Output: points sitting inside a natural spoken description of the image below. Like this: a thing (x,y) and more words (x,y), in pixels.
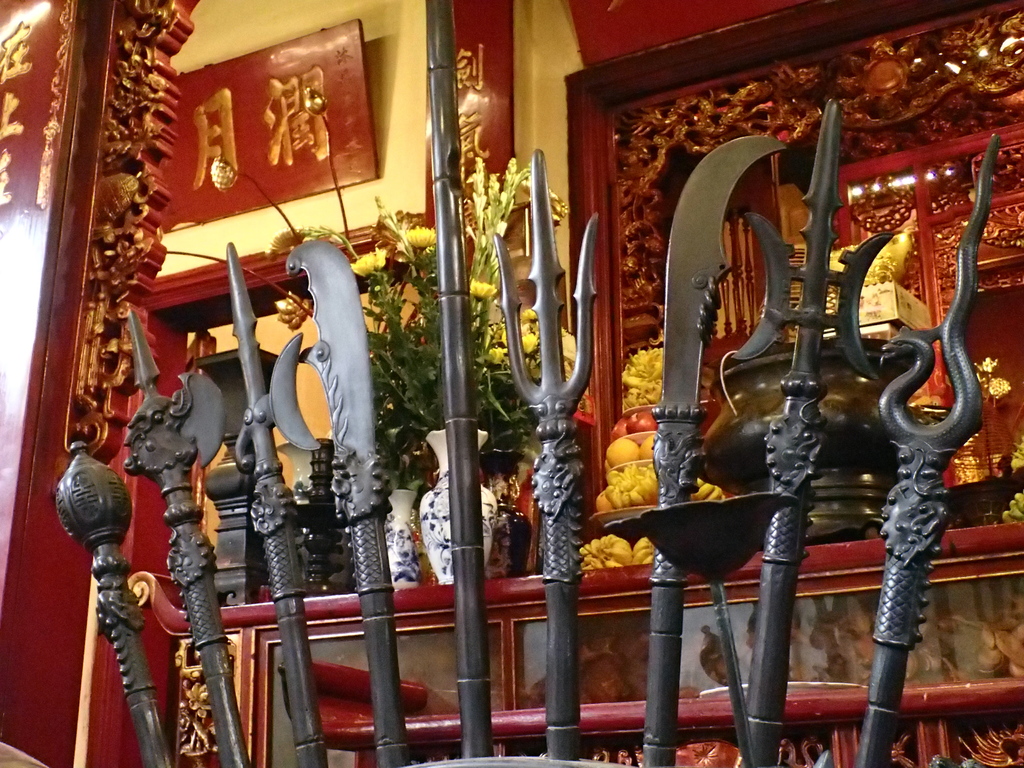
In the image there are big swords (292,410), knives (660,645) in the front (285,638) and behind there is shelf (938,588) with flower vase (426,513), fruits (615,500) and vessels (738,451) on it, and behind it there is a wall (395,66) with some scriptures (233,122) above it and below there is an entrance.
